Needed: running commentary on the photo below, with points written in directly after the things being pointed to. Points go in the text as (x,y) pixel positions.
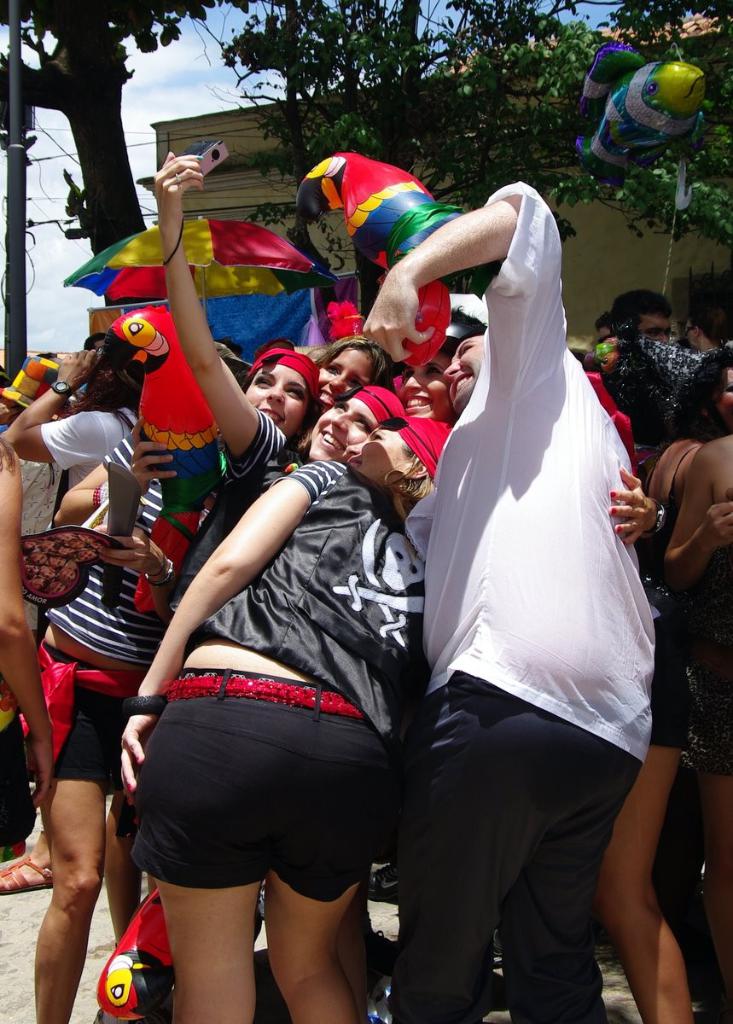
In this image, we can see person (493,433) wearing clothes (555,401). There are group of people (334,508) in the middle of the image (425,530) taking a selfie. There is an umbrella (236,264) in front of the building (231,212). There is balloon (624,176) in the top right of the image (652,118). There are trees (481,34) at the top of the image (324,46).
